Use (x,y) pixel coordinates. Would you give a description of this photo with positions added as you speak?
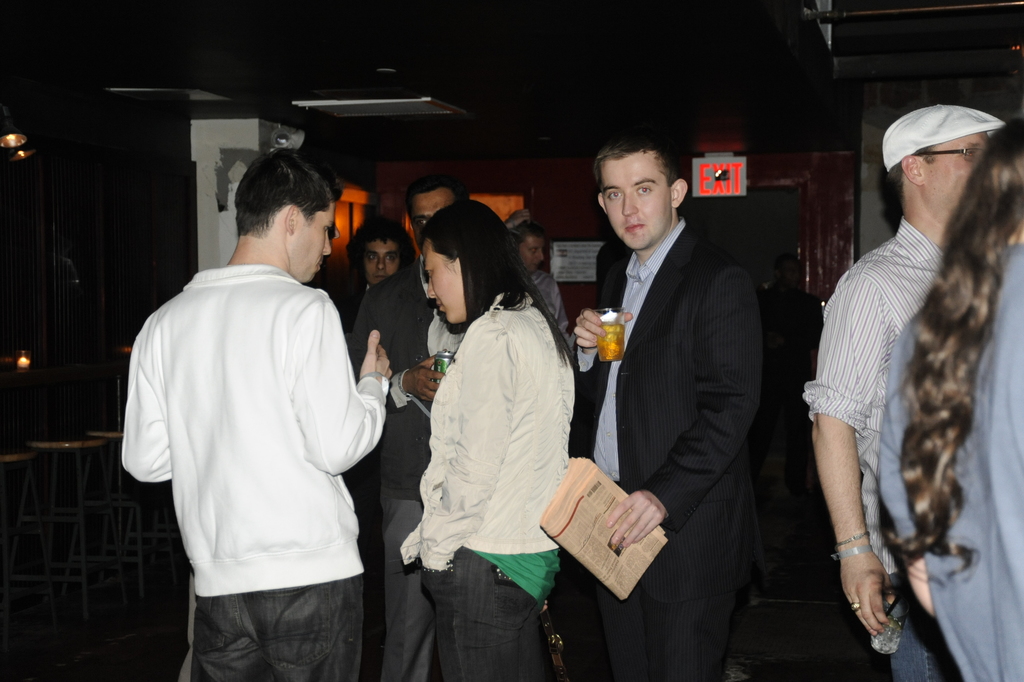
Here on the right side of the picture (903,644) we can see a old man (918,169) wearing a cap (988,115) and spectacles (930,151) with glass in his hand (872,585). Beside him there is a young man (663,665) with newspaper (594,484) in his hand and a drink (610,336) in another hand (591,314). And at the left side of the picture (246,361) we can see 3 people (499,416) talking to each other and at the corner of the picture we see a man (386,249) who is listening to these 3 people (458,338).
